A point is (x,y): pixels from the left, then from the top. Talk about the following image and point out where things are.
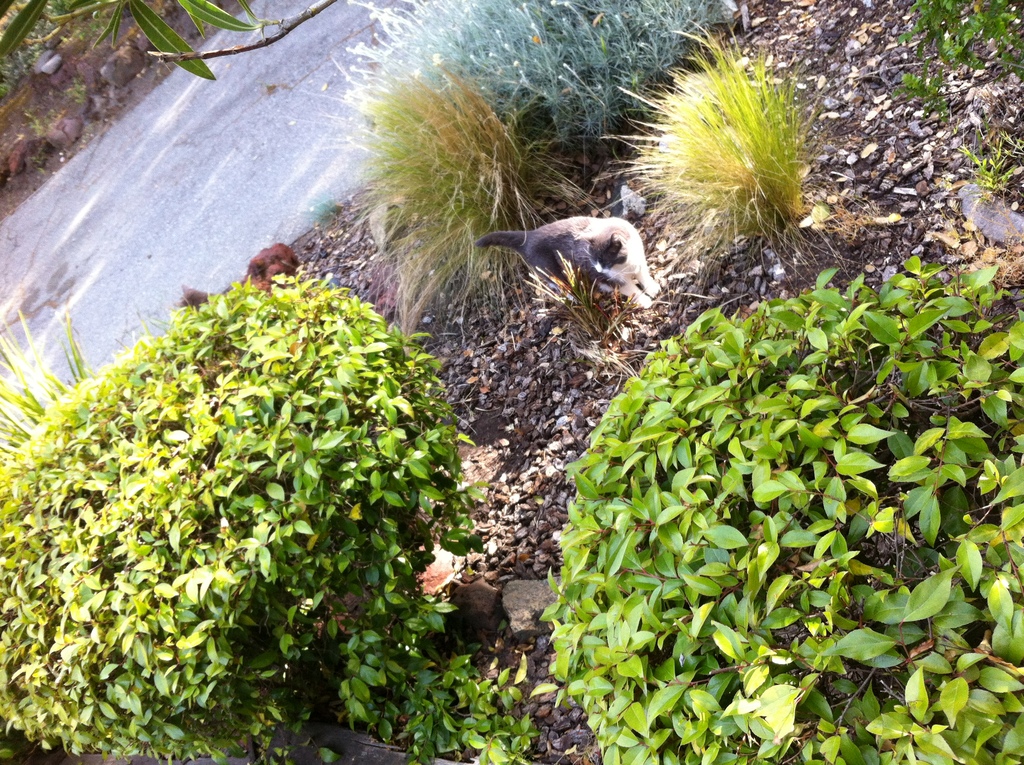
In this picture I can see a cat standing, there are stones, plants (337,361), and in the background (322,176) there is road (238,166).
